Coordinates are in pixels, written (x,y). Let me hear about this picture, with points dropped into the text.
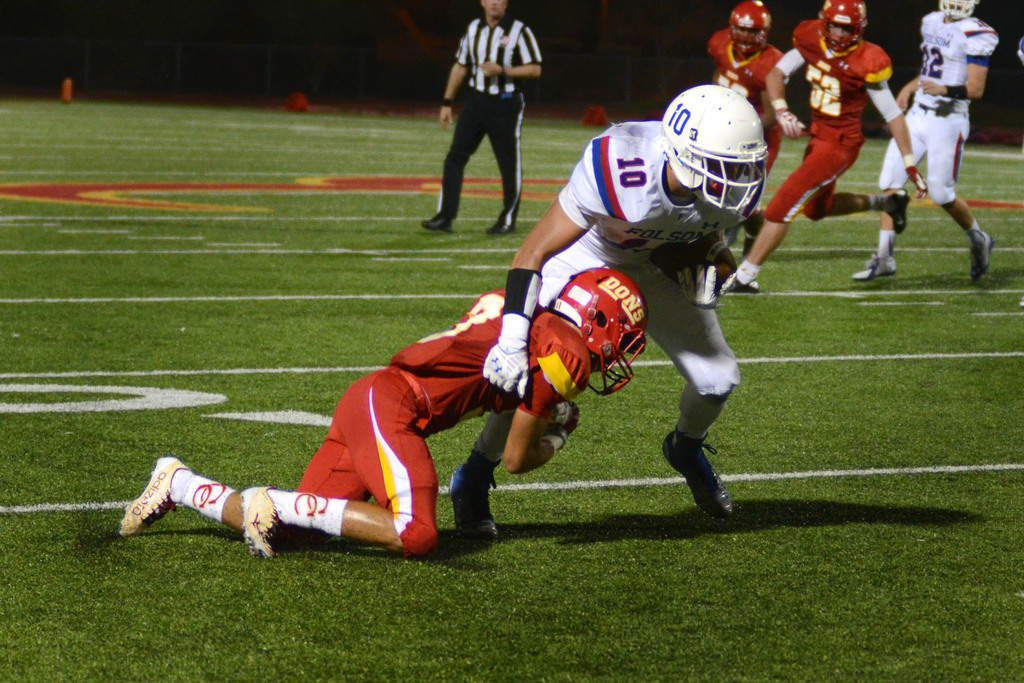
In this image, there are six persons (677,319) on the ground (609,509). There is a dark background (176,74).
